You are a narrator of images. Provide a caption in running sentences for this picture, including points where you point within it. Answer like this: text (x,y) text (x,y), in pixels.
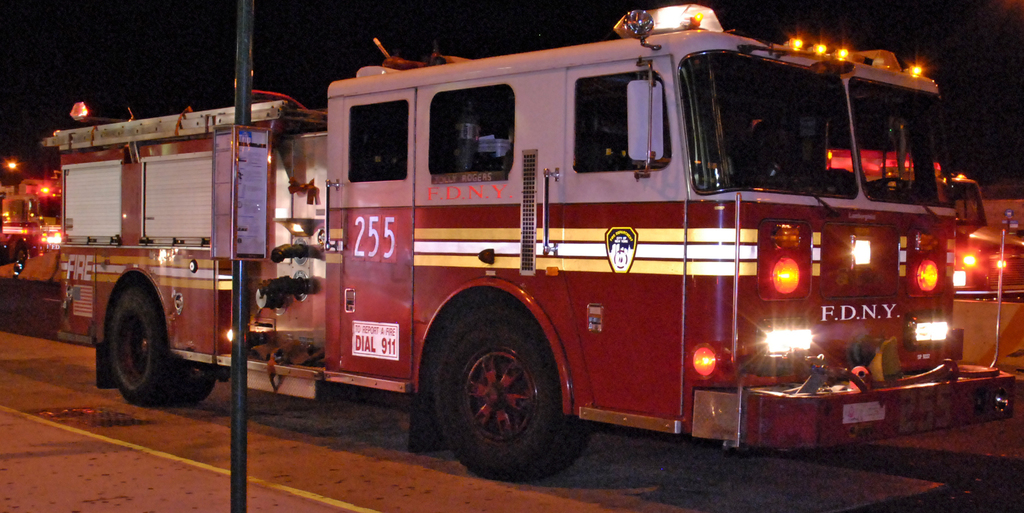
This image is taken outdoors. At the bottom of the image (375,461) there is a ground (223,444). In this image the background (29,174) is dark and there are few lights (44,183). In the middle of the image (465,231) a vehicle (180,225) is parked on the road (705,457). There is a pole (240,62) and there are two boards (242,198). There is a text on the vehicle (382,226).
